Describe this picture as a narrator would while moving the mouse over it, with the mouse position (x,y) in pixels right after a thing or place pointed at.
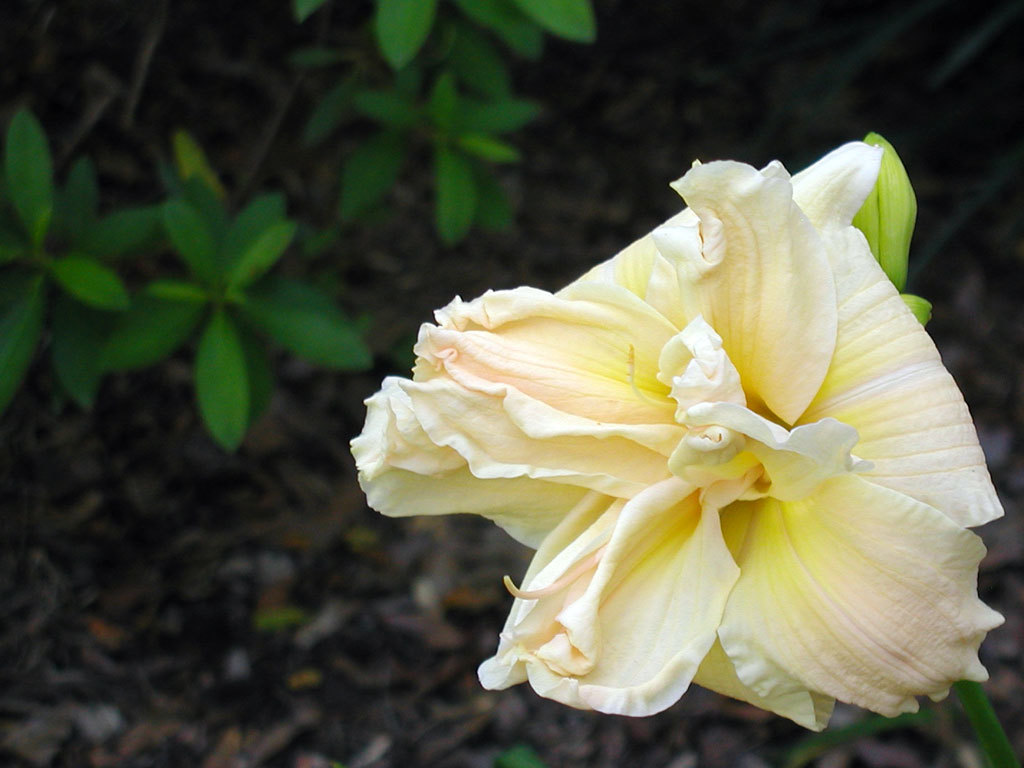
In this image I can see on the right side (862,370), there is a flower (786,467) in yellow color and white color on the left side (96,382) there are leaves (543,8) of the plants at the bottom (243,696) there are dried.
